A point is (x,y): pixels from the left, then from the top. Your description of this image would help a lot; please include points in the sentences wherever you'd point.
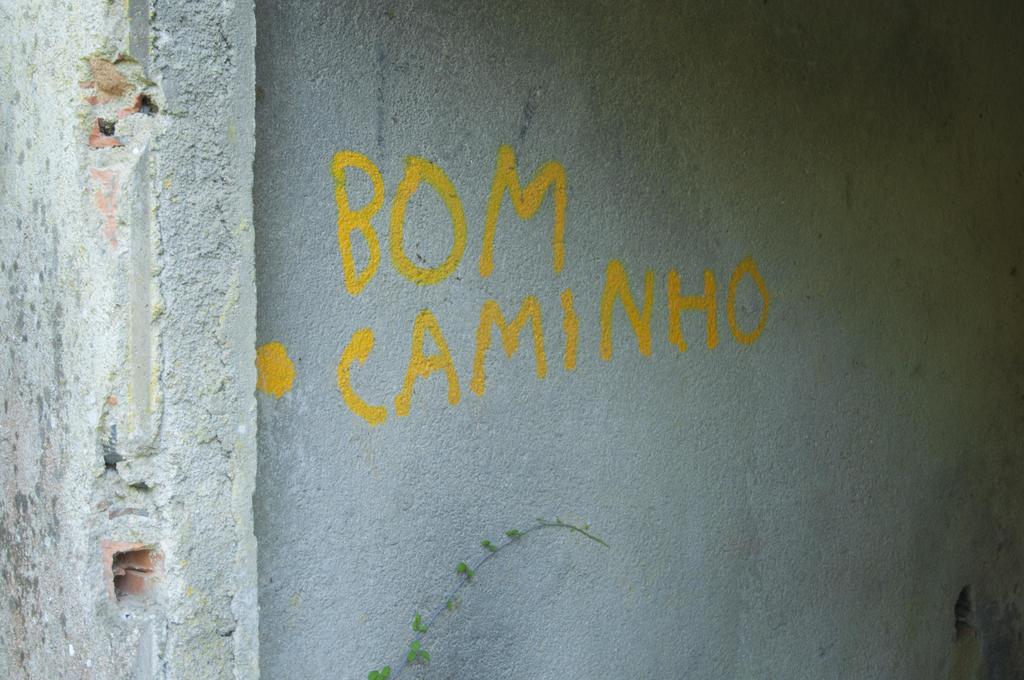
The picture consists of wall (843,534), pillar (148,360). On the wall (481,307) we can see text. At the bottom (412,647) there is a plant's stem (416,659).
